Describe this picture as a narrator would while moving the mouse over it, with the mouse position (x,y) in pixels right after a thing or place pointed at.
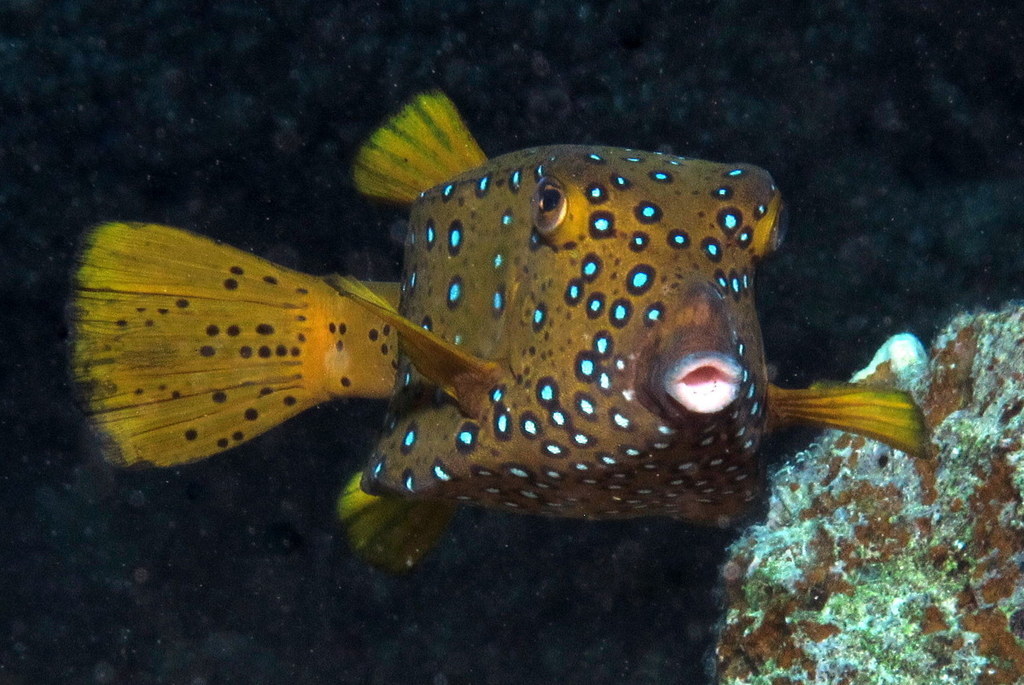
In this picture we observe a yellow designed fish (415,415) swimming in the water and there is a stone (821,444) to the right side of the image (836,470).
